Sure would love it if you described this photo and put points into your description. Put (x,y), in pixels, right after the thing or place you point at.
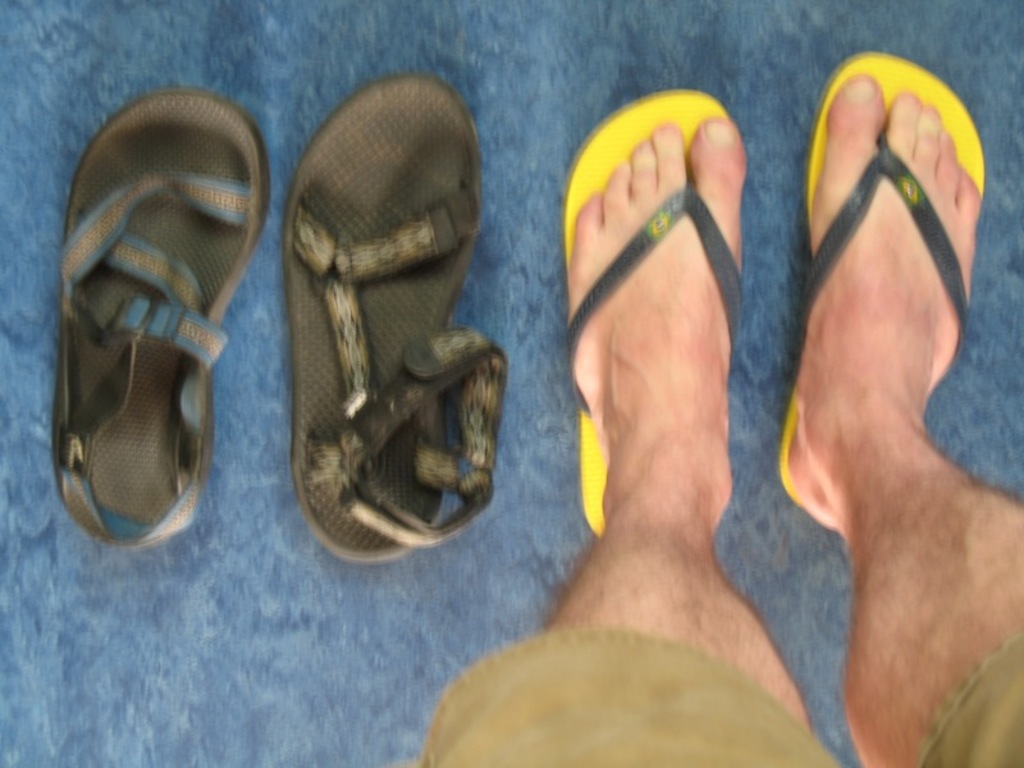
This image consists of a man (919,546) wearing slippers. On the left (318,478), there are sandals (327,376). At the bottom (239,667), there is floor mat (273,612) on the floor (194,668).
